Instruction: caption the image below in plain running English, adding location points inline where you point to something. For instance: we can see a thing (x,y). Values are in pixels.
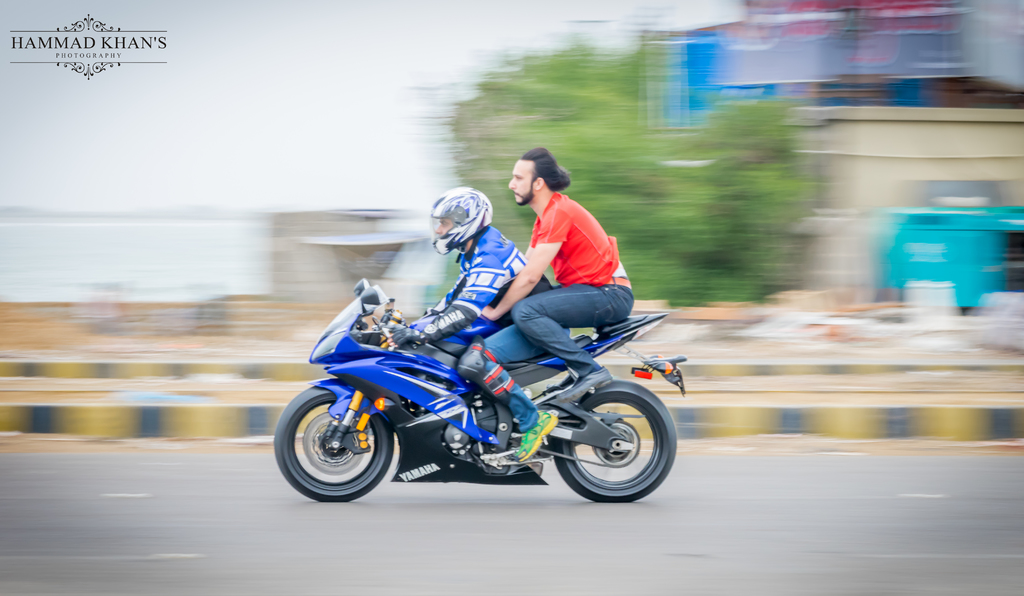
In this picture we can see man (464,312) wore helmet (450,203), gloves (406,340) and riding bike (416,392) on road (285,500) and other person (523,293) sitting at back of him and aside to this road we have foot path (795,363), trees (722,191) and it is blur.
